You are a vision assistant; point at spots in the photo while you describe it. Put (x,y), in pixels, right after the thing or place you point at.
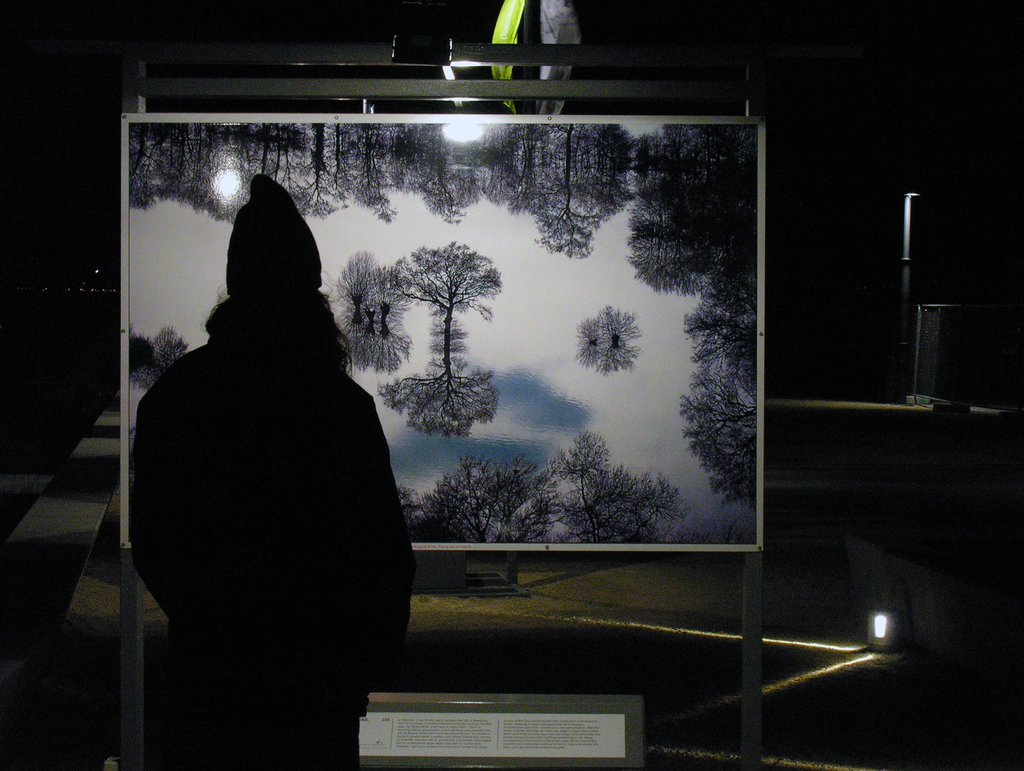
This is the picture of a place where we have a person (207,457) who is standing in front of the screen (462,208) on which there are some trees (390,301), plants (429,530) and also we can see a light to the side.
